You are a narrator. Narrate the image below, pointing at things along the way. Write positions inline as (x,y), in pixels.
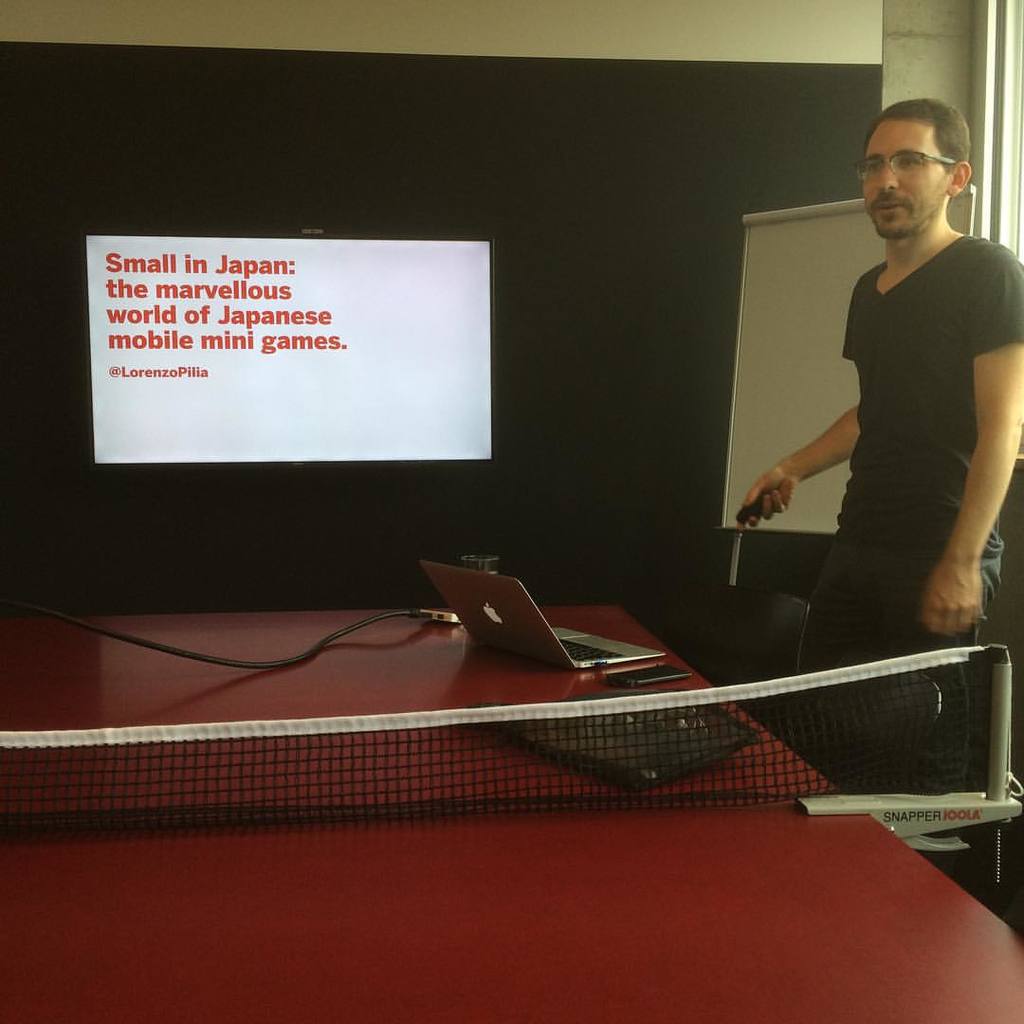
This is the picture where we can see a man (902,502) wearing black shirt (891,395) and black pant (944,690) holding a remote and standing in front of a table (668,872) and on the table (626,890) we have a net (366,774) and system (603,639), phone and we have a projector screen (164,420) and whiteboard (812,357) beside him.
